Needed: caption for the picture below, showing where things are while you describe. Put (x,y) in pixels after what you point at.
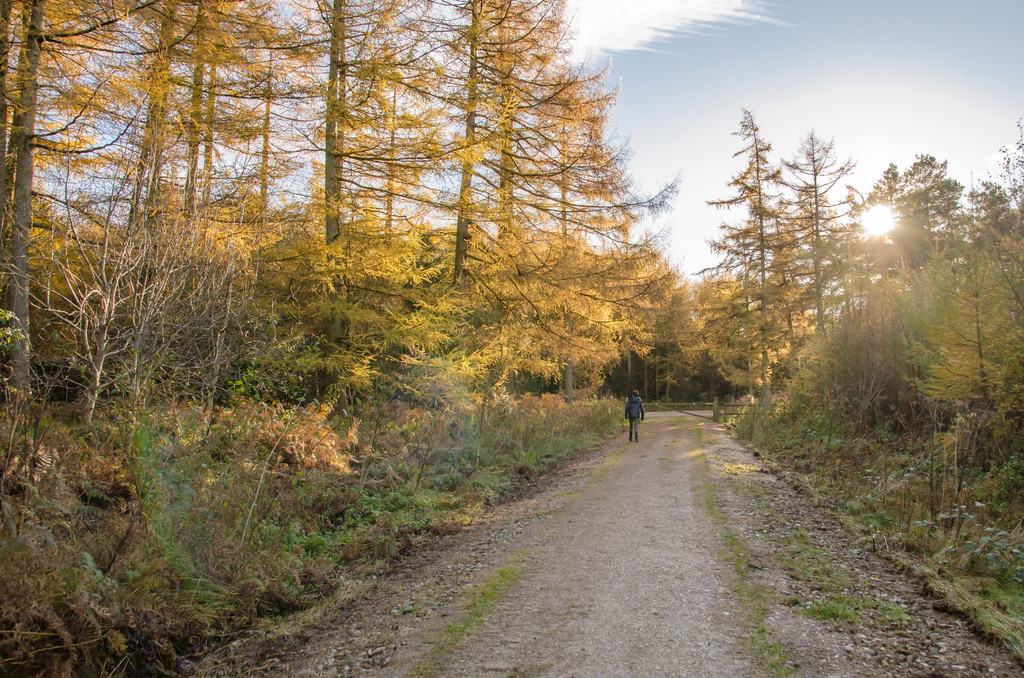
In the picture we can see a pathway (646,484) and both the sides of the path (650,497) we can see plants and trees (466,39) and far away on the path (586,641) we can see a man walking he is with a bag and in the background (736,364), we can see many trees (708,390) and top of it we can see the sky (901,56) with a sunshine (879,225) from the trees (760,200).
